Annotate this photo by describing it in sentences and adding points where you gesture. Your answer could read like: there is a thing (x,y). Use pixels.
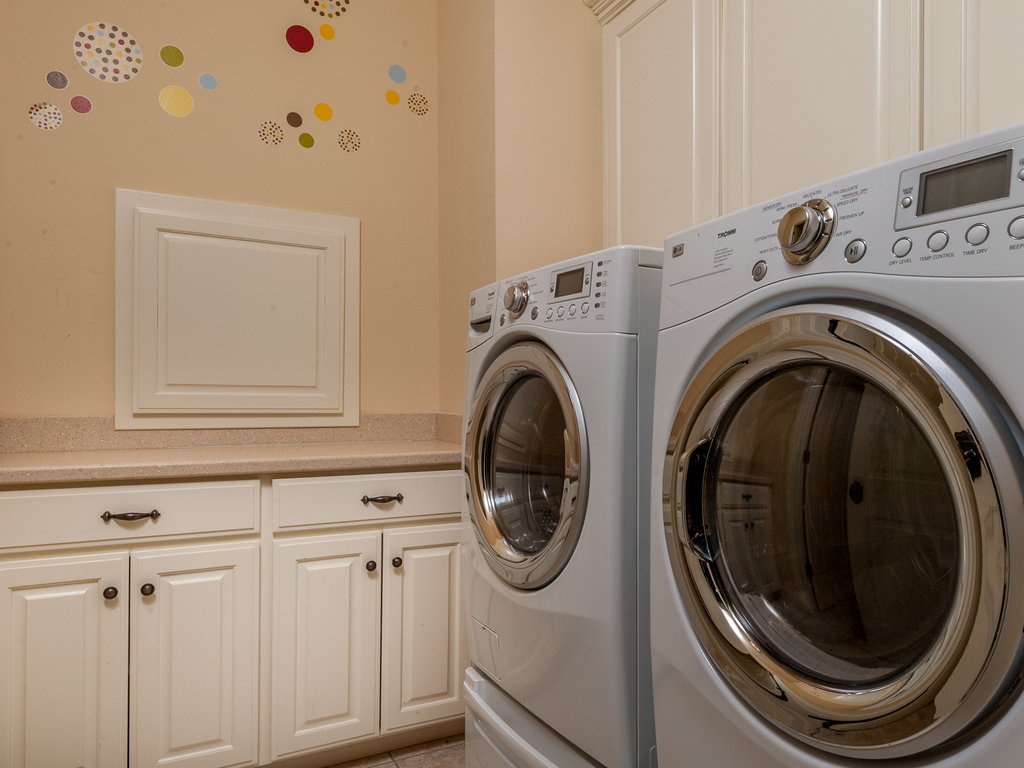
In this image we can see two washing machines (654,492). In the back (202,433) there is a platform (151,446) with cupboards (199,560). In the background (172,138) there is a wall (251,78) with designs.
